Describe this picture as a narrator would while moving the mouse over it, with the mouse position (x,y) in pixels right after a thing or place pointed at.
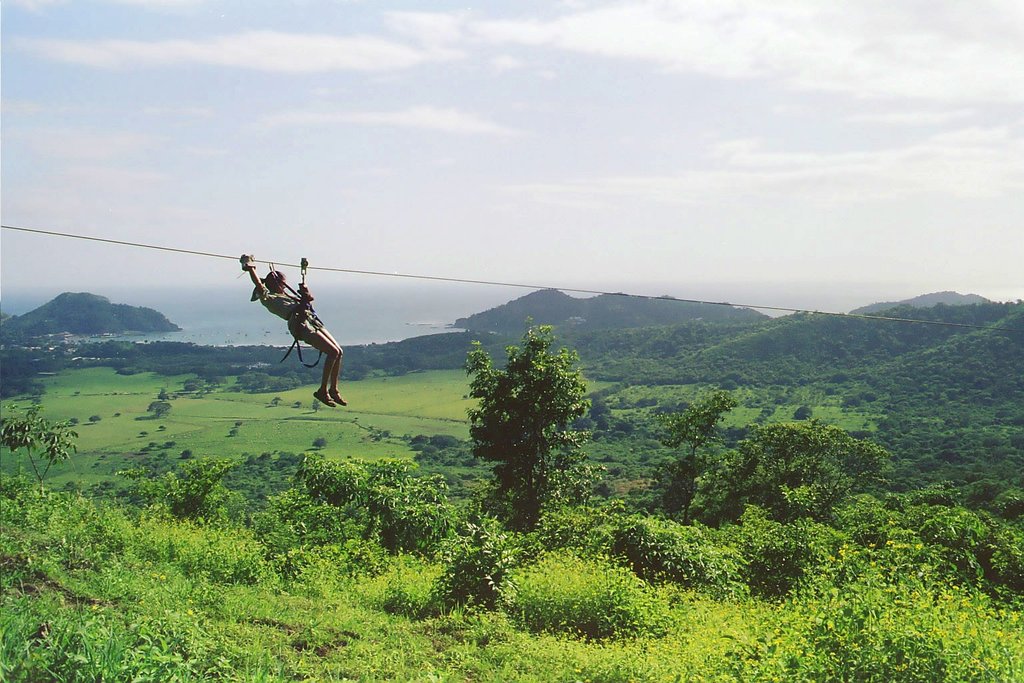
In this image there is full of greenery (540,587). There is grass (553,675). There are trees (551,501) and plants (569,488). There are mountains (832,373) in the background (832,373). There is water (219,338) in the background (227,324), I think. There is a sky (545,231). There is a rope (2,225) and a person (326,332) is hanging.
